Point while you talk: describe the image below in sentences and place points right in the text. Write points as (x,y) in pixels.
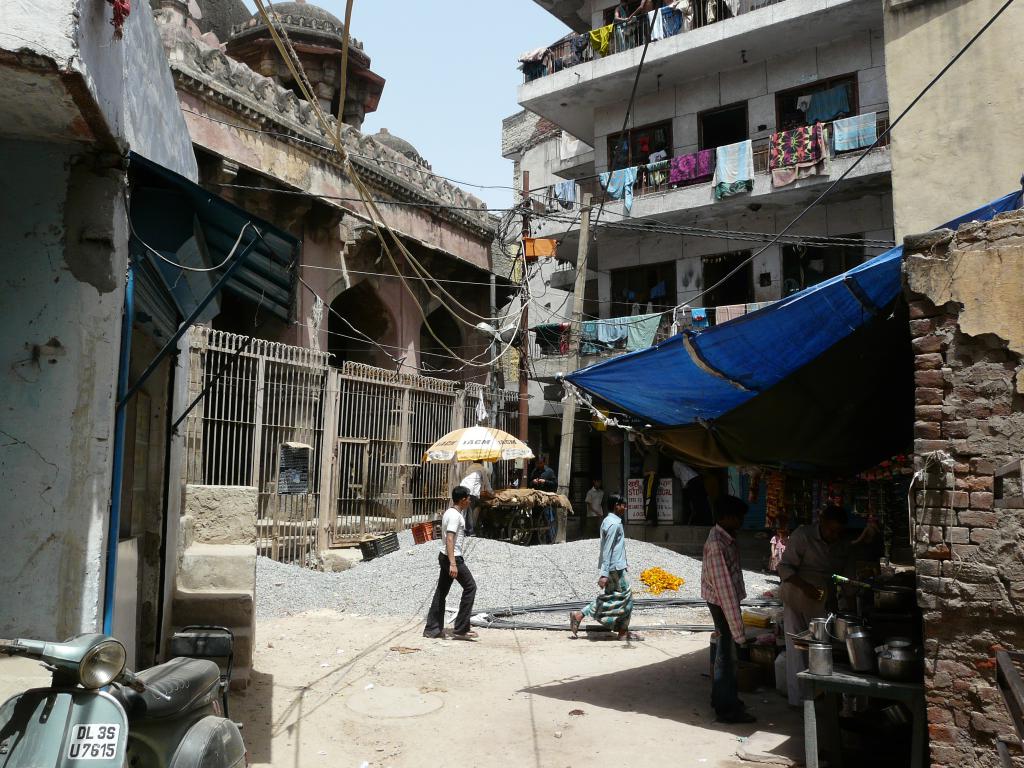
This is clicked in a street (305,740), there are few men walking on the road (640,681) and in the back (397,316) there are buildings (697,260) with electric poles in front and clothes (732,315) hanging to the buildings (639,171) and above its sky (427,81).
